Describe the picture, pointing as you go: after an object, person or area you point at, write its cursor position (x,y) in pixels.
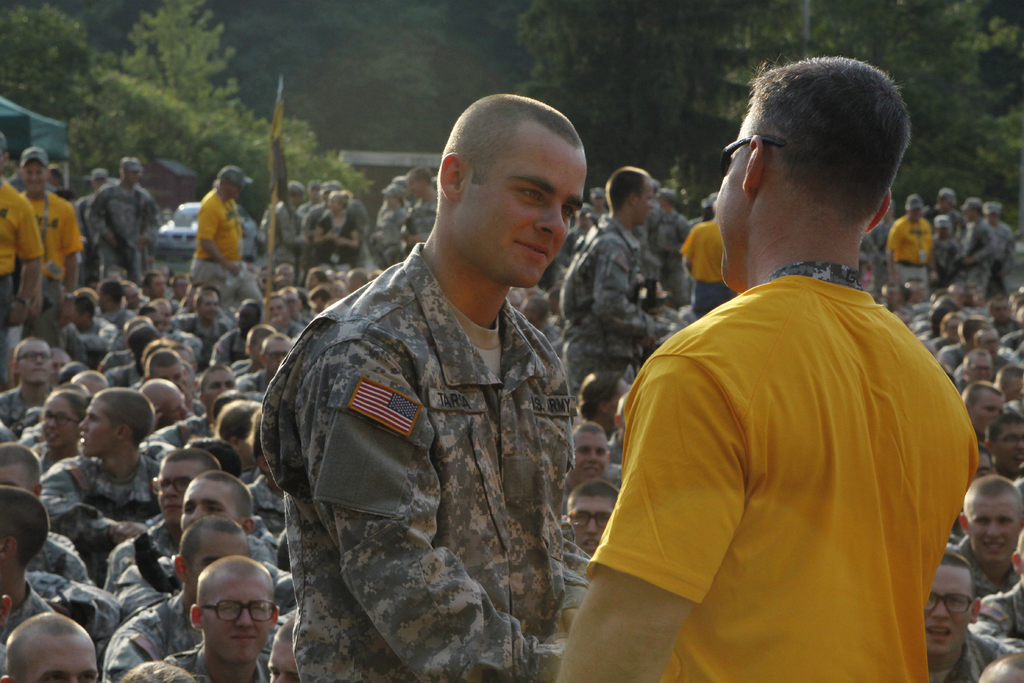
Here I can see two men (490,439) are standing and smiling by looking at each other. In the background (211,326), I can see a crowd of people (212,373) sitting and few people (109,238) are standing. In the background (328,81) there are many trees (476,48). On the left side (58,125) there is a tent (40,135) and a car (178,223).
